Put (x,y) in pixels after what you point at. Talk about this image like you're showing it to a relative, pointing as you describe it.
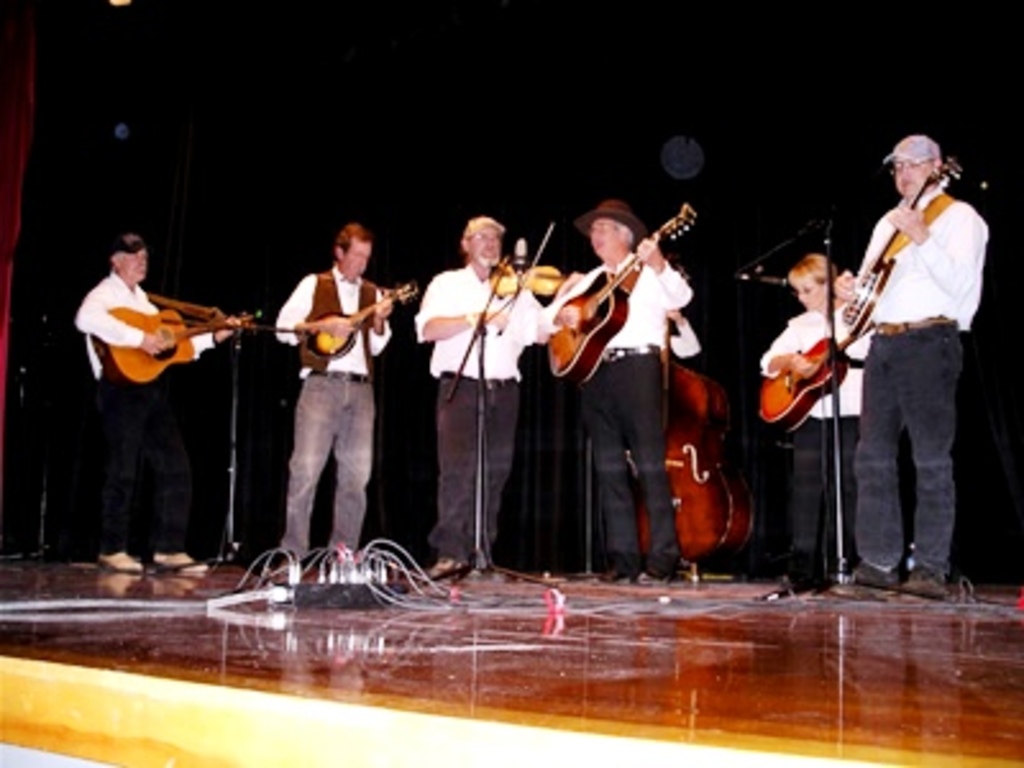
In this image I can see few people (803,450) are standing and holding musical instruments (611,310), I can also see mics (523,270) in front of them.
